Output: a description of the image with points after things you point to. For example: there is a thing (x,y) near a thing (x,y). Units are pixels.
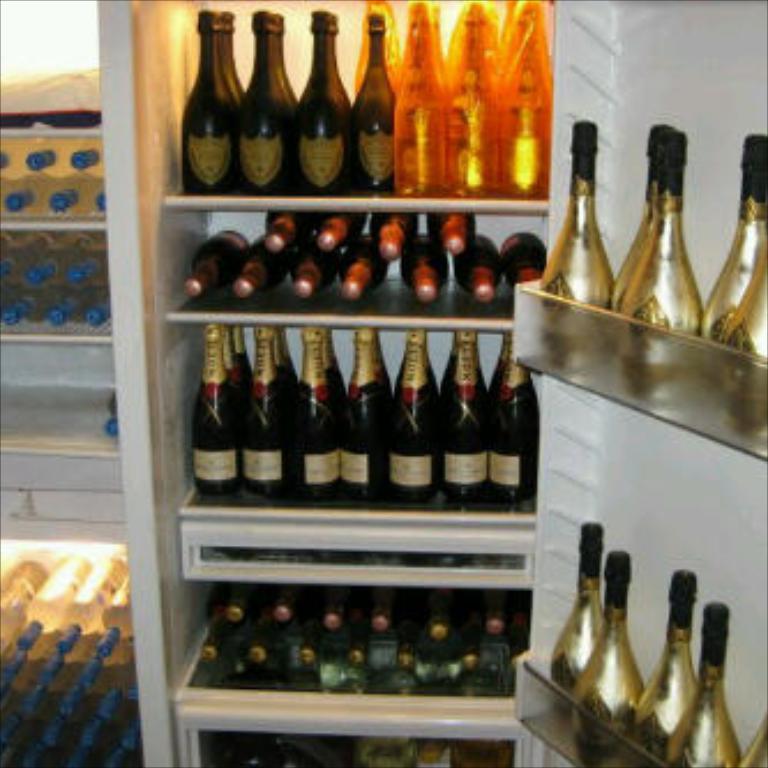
In the picture we can find a refrigerator (155,168) with wine bottles (746,329) and beside to it we can also find some bottles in the fridge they are white in color and in the fridge (155,208) we can find some bottles (381,387) are black in color with golden cap (310,368).
